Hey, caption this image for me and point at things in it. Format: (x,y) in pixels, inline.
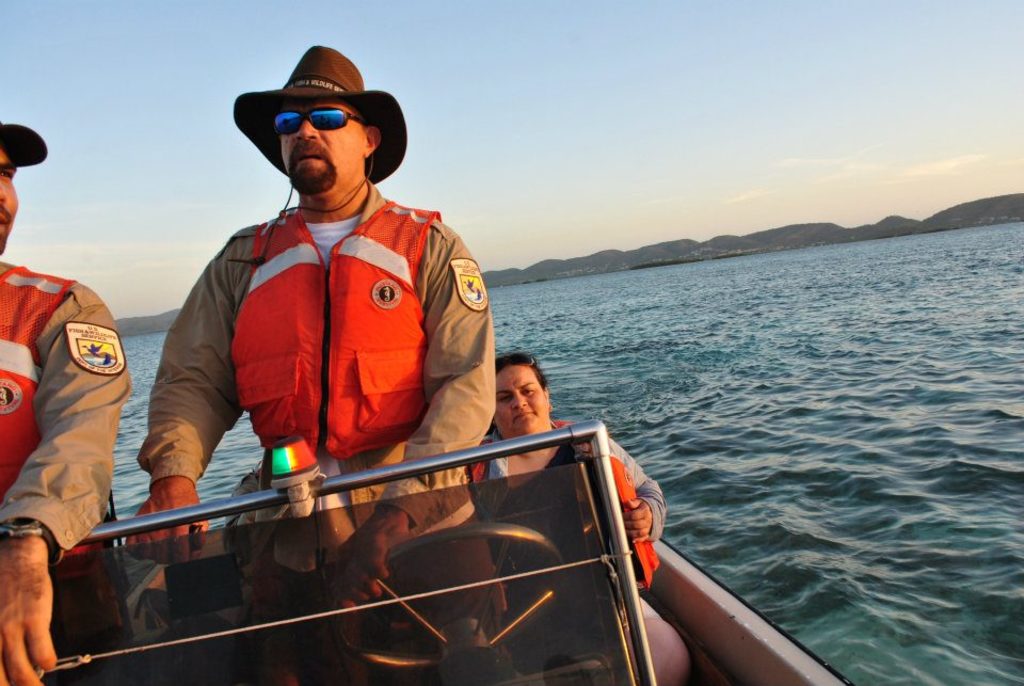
In this image we can see three persons (83,454) in a boat (286,579) sailing on the sea (801,490). In the background (778,154) we can see hill (600,267) and sky (504,125).
